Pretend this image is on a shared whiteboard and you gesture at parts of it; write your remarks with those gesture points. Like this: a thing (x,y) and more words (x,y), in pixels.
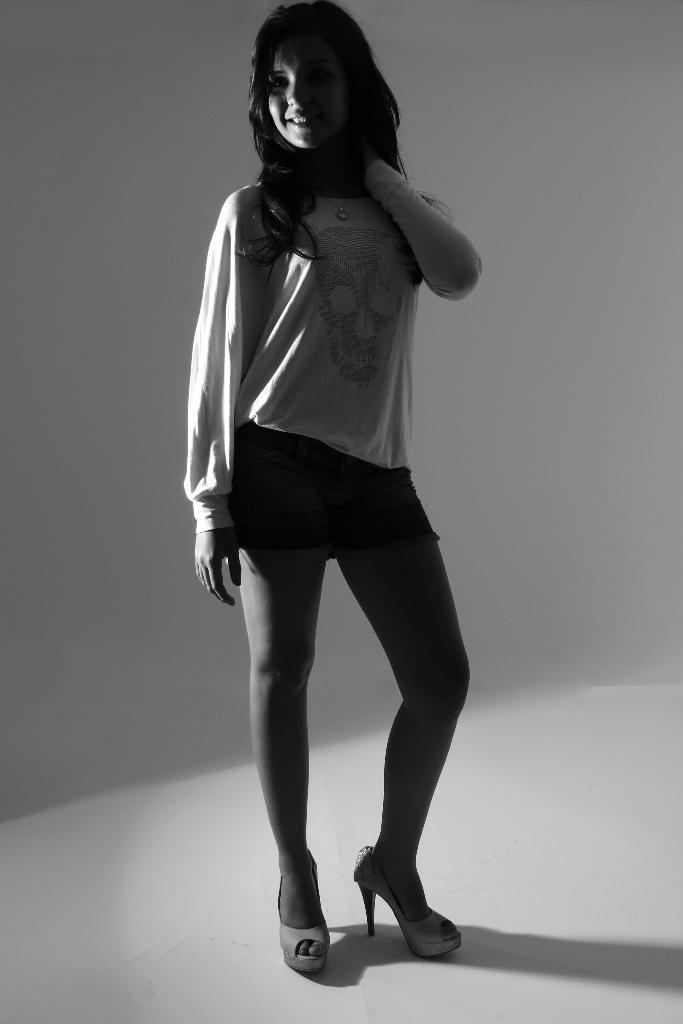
This is a black and white image. There is a woman (406,525) standing in the middle (267,421). She is wearing T-shirt (325,385). She is smiling.
